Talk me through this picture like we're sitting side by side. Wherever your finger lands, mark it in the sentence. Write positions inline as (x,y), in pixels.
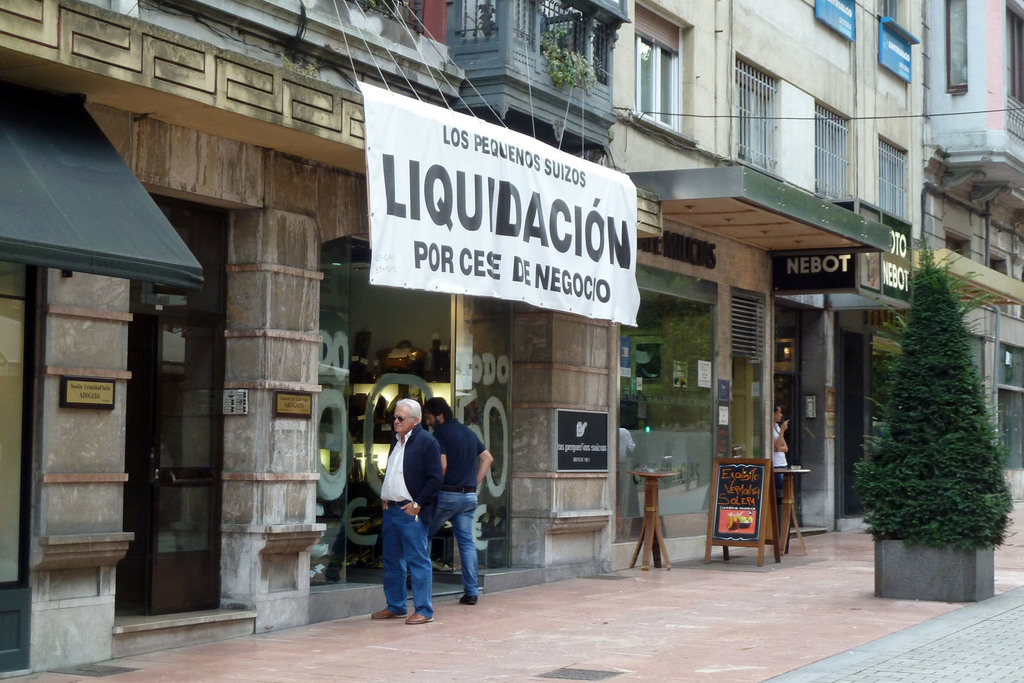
At the bottom of the image (566,636) there is a footpath (703,559) with tables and a board (715,515). And also there is a tree (899,520). There are many buildings (219,317) with walls (356,162), pillars (272,459), windows (658,78), glass doors (338,319), posters (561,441), banners (629,213) and name board (900,260). And there are three men (417,558) standing.
